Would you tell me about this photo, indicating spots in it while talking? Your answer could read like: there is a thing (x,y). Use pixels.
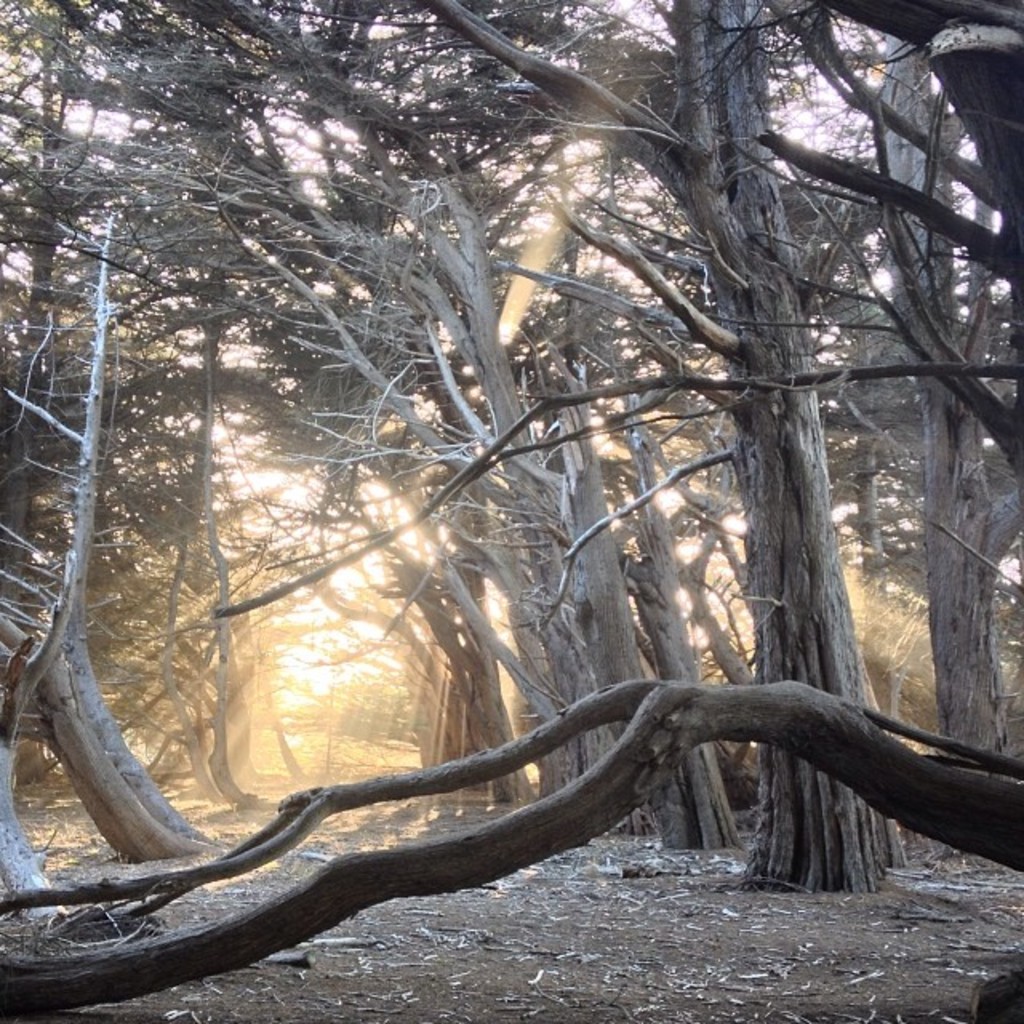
In this image we can see some trees (647,596) and dry leaves (688,895) on the ground (605,1002) and in the background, we can see the sunlight (401,753).
